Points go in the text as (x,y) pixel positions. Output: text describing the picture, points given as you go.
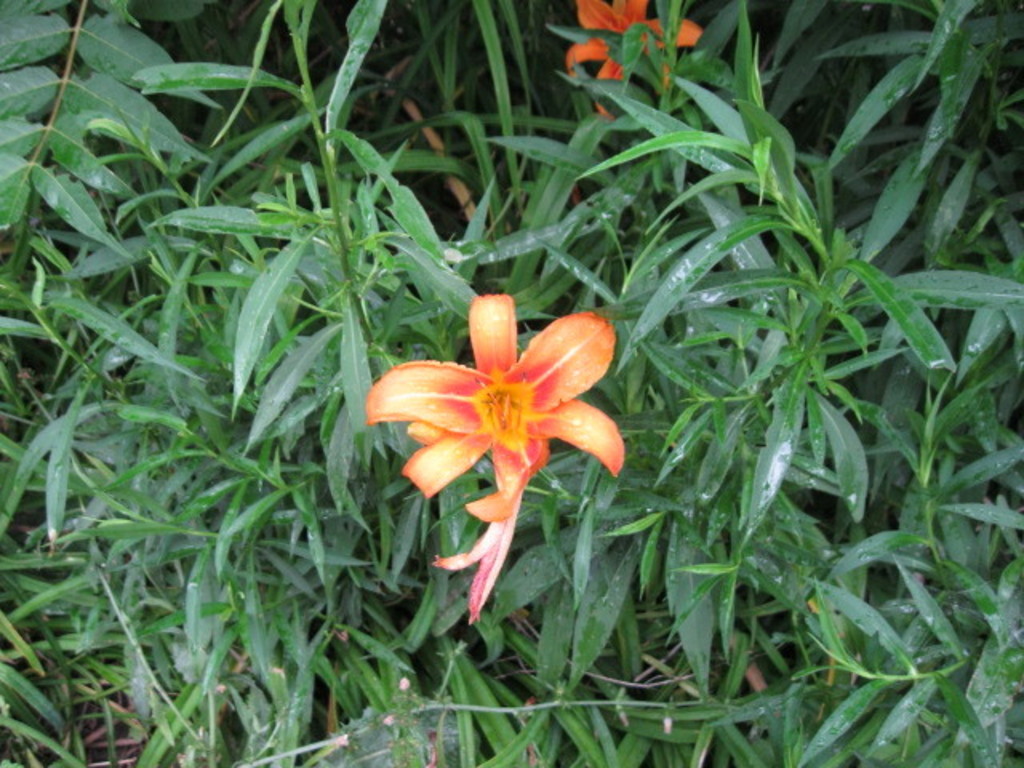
In this picture we can see some plants (257,78), there are two flowers (429,377) and leaves (617,112) in the front (540,372).
